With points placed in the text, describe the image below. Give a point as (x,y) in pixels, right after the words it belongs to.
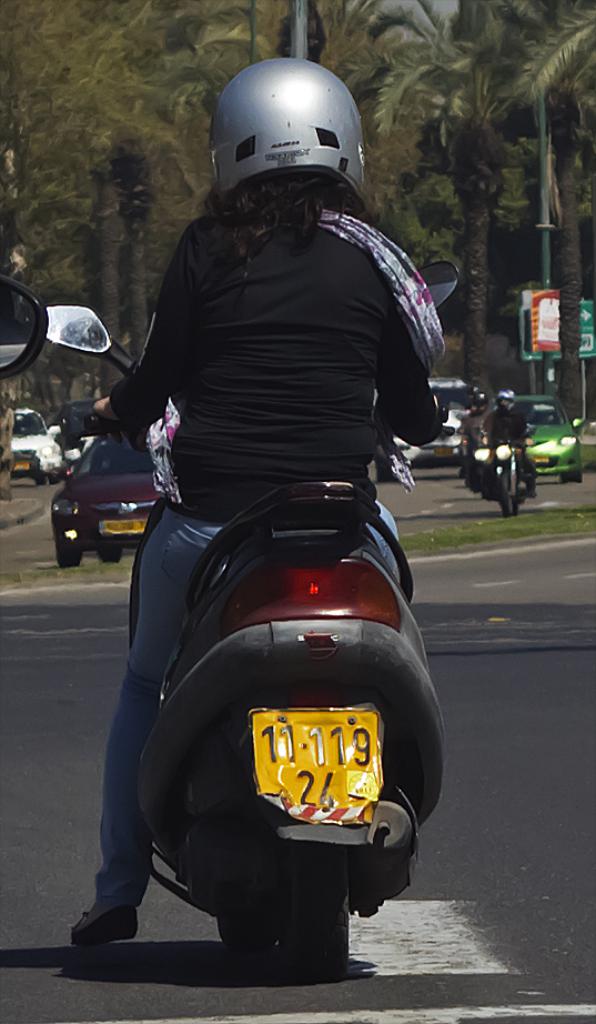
In this image, in the foreground (236,77) I can see a person (291,115) sitting on the vehicle (161,709) and at the back (102,551) I can see some vehicles (41,417) on the road (453,481) and in the background (135,251) there are some trees (410,154).
